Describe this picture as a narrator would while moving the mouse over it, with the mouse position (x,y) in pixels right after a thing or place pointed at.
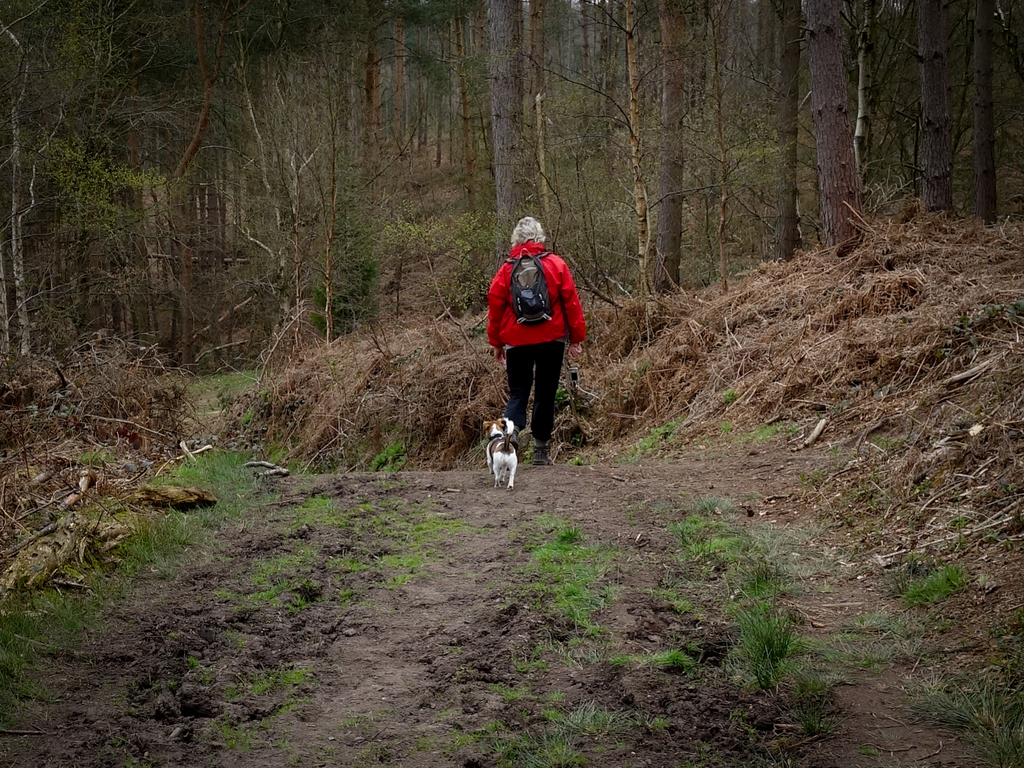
In this picture there is a person (494,295) walking and carrying a bag (526,300), behind this person (534,411) we can see a dog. We can see green grass (151,568), dried grass (73,454) and trees (514,101).
